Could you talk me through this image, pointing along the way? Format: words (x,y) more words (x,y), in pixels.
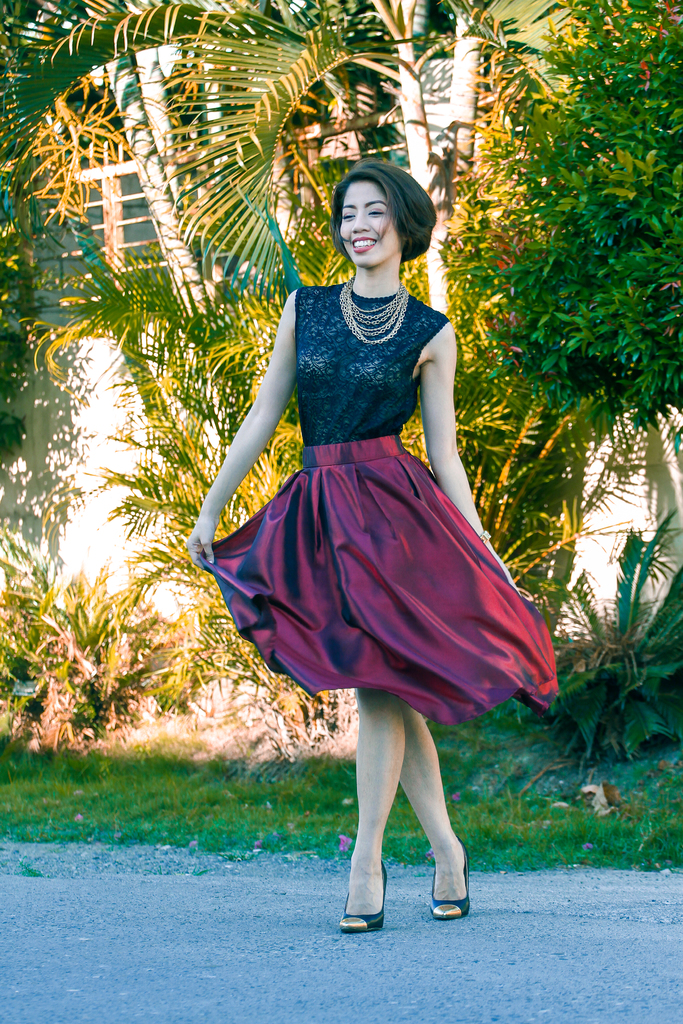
In center of the image (382,378) there is a lady (372,402) wearing a black color top (354,420) and pink color skirt (420,699). In the background of the image (177,371) there are trees (396,50) and grass (583,829). At the bottom of the image (319,926) there is road (132,931).
